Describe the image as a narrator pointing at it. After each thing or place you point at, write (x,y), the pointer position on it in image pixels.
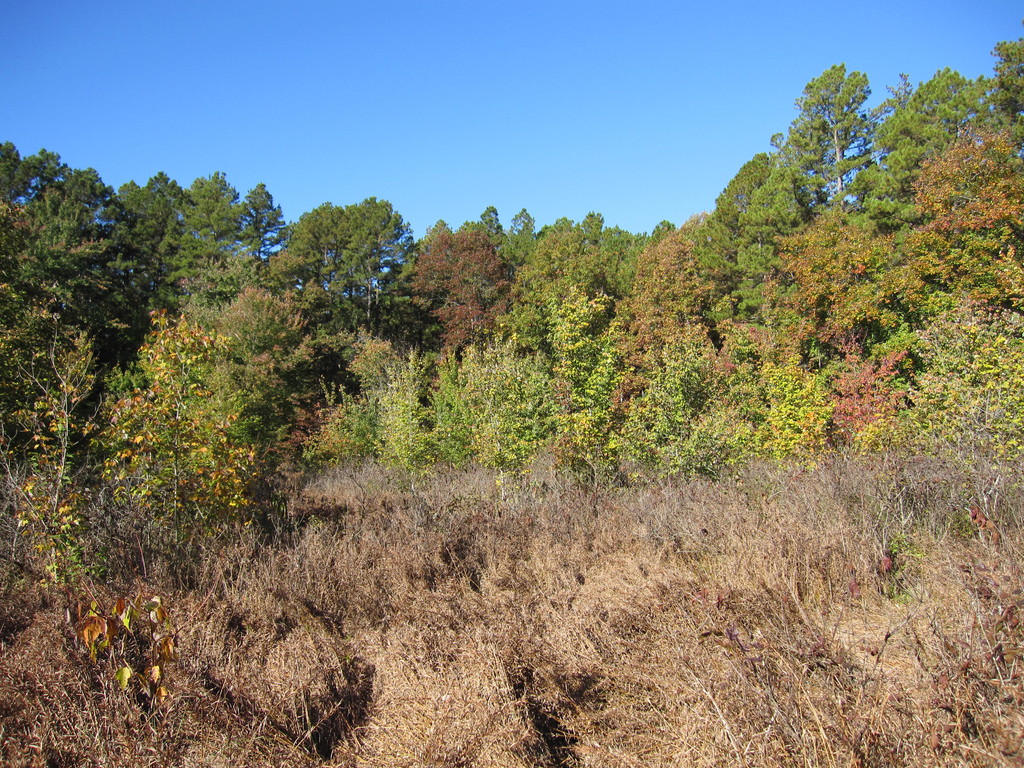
This is an outside view. At the bottom (449,706) there are few plants (233,594). In the middle of the image (614,308) there are many trees (574,301). At the top of the image (464,95) I can see the sky (270,44).
